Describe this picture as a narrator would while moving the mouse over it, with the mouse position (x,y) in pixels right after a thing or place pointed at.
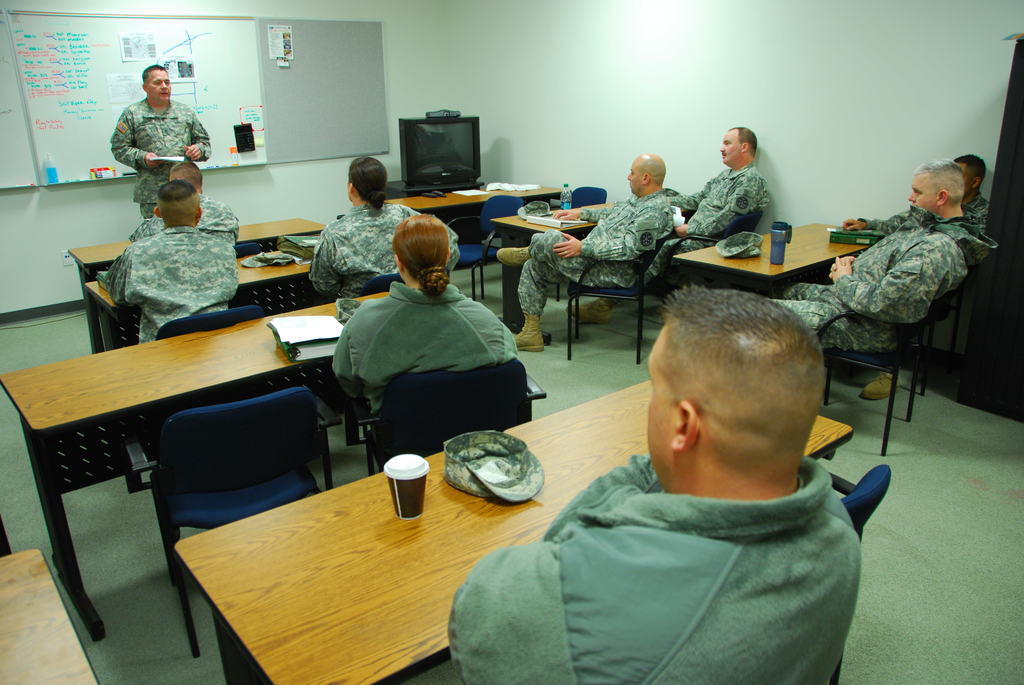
There are group of people (422,266) sitting on the chairs (696,236). This is the table (400,555) with a tumbler (422,494) and cap (538,487) placed on it. These are the empty chairs (308,421). On this table (455,202) I can see a monitor (448,171) and this is a white board (211,85) where some papers (143,36) and something is written on the marker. I can see some objects (56,174) placed in front of the board (221,154). And one man (159,147) is standing and holding a paper (164,159). This room (472,197) looks like a classroom (915,508).
